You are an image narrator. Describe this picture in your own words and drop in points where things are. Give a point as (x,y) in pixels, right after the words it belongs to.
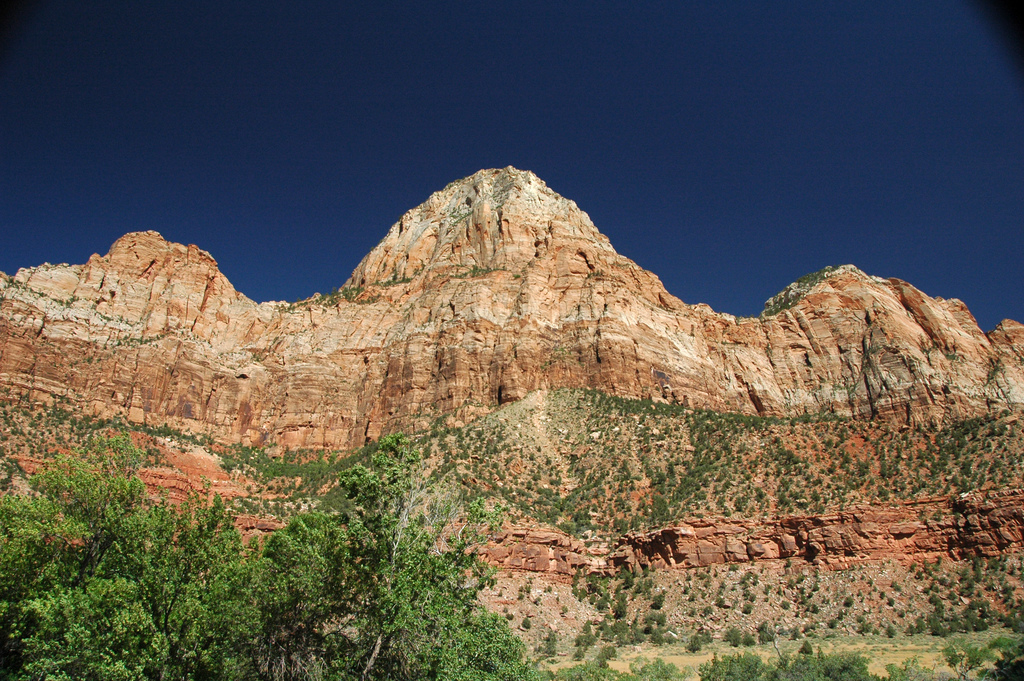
In this image in front (77,571) there are trees (9,590). In the background of the image (396,318) there are mountains (668,352) and sky (565,74).
